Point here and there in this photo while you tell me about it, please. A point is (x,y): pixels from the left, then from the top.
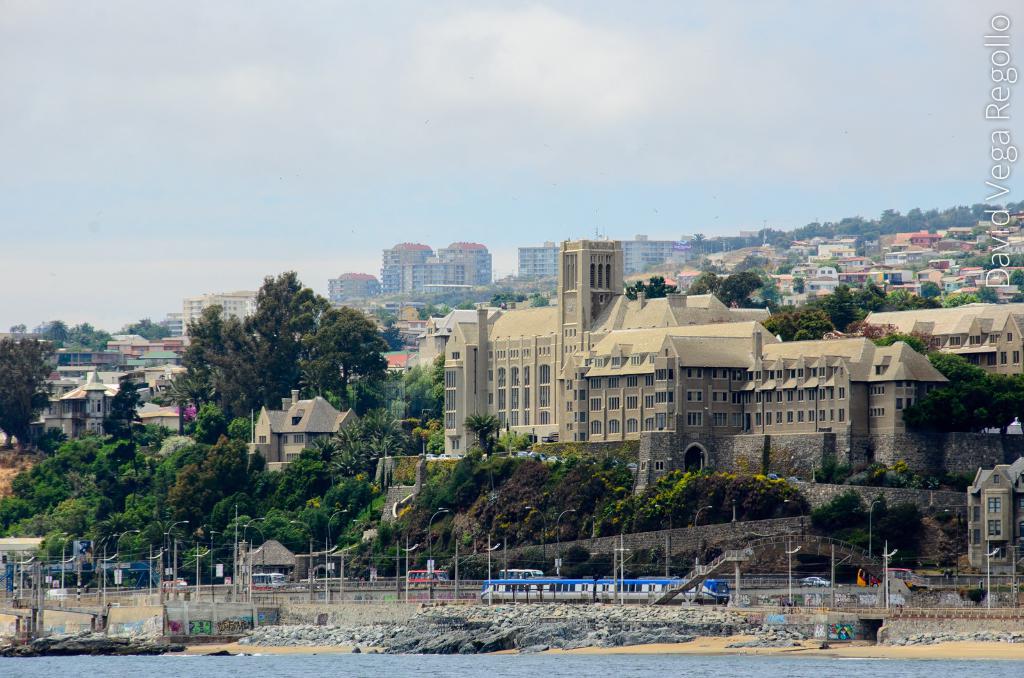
In this image I can see the water (255,666). I can see the vehicles (635,584) on the road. In the background (542,479), I can see the trees (392,451), buildings (504,345) and clouds (513,92) in the sky (513,92).
